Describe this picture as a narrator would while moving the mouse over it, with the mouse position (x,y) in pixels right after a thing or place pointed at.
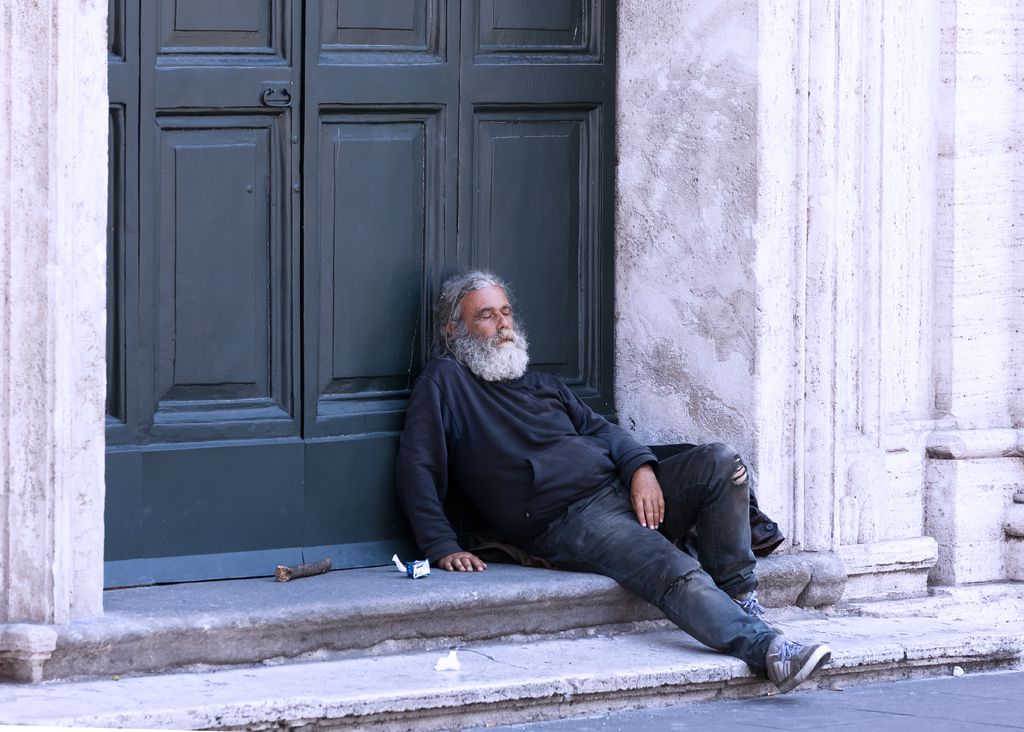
In this image we can see a man (552,523) sitting. In the background (876,322) there is a wall (740,254) and we can see a door (437,118).
